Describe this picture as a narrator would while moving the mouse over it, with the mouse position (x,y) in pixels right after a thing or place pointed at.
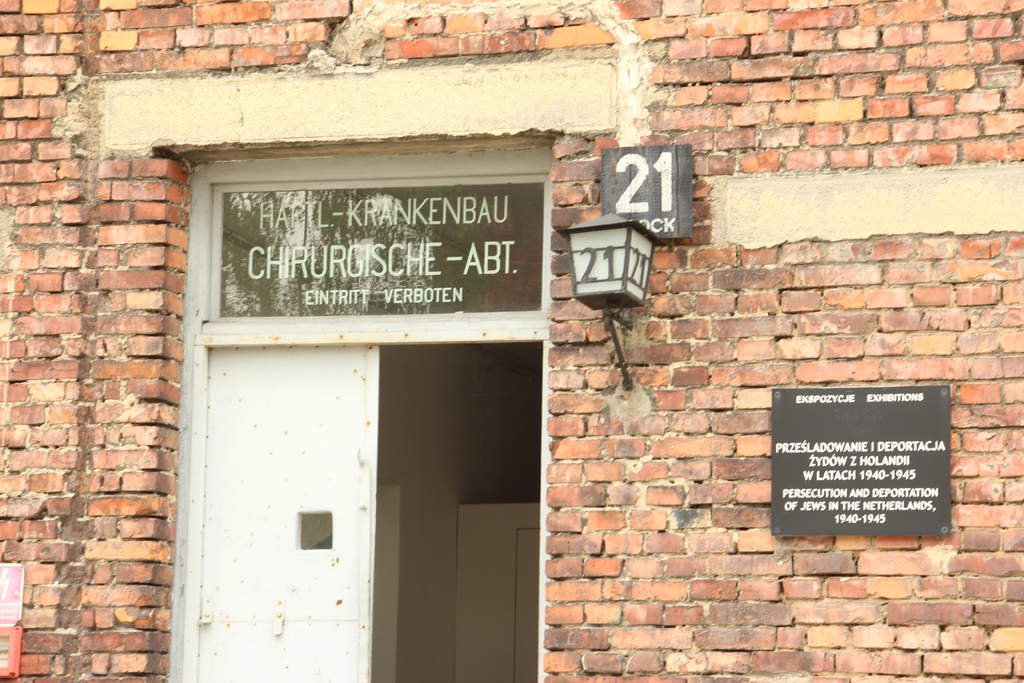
In this picture there is a iron door (342,521) which has something written on the glass (381,246) above it and there is a brick wall (134,272) on the either sides of it and there is a black board (863,464) which has some thing written on it in the right corner (886,481) and there is a lamp (619,285) above it.
